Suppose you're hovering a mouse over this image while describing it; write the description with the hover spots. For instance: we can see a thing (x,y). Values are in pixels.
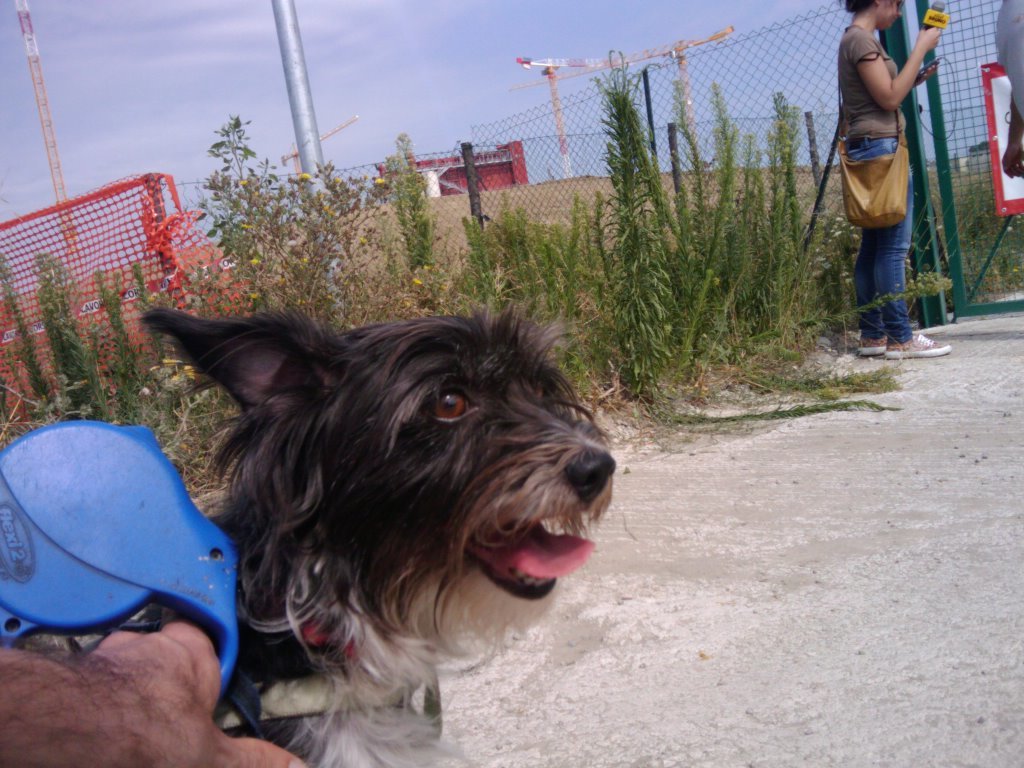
In this image we can see a dog (447,502) and a road (721,631). In the background (876,125), we can see plants (419,281), mesh (94,320), poles (928,214) and a woman (879,76). The woman (887,114) is wearing a T-shirt (861,111), jeans (889,262), carrying bag (868,199) and holding a mic (933,22) in her hand (933,37). At the top of the image (161,36), we can see the sky (404,68). We can see a human hand (98,704) and a blue color object (126,578) in the left bottom of the image (69,531).
